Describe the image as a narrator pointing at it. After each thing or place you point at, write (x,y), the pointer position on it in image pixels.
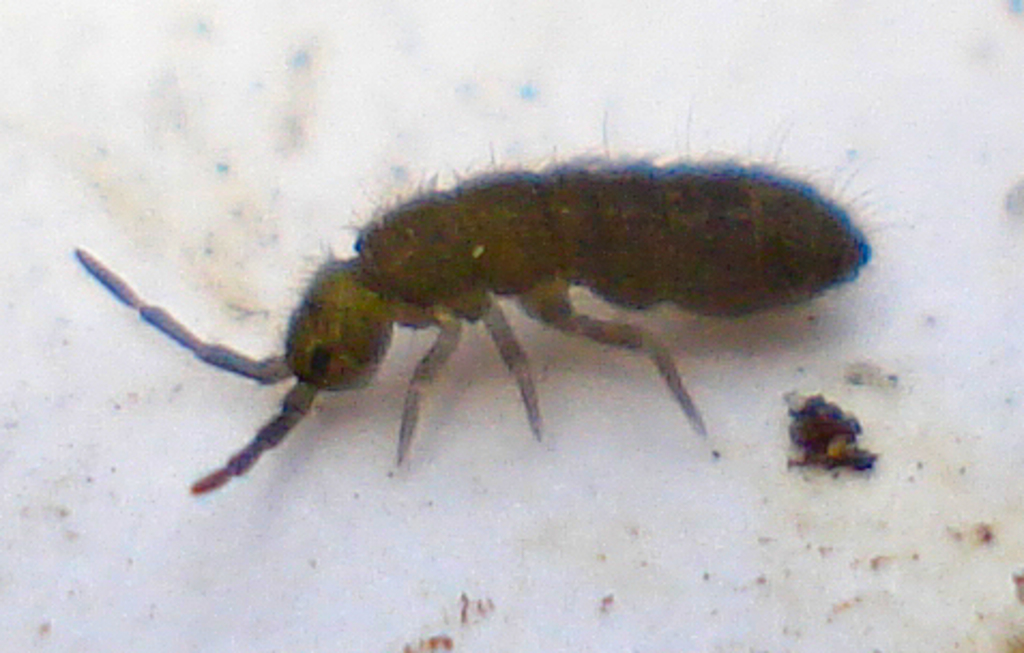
In this image I can see a insect (610,260) which is in black and green color. The insect (427,260) is on the white surface (615,443).
